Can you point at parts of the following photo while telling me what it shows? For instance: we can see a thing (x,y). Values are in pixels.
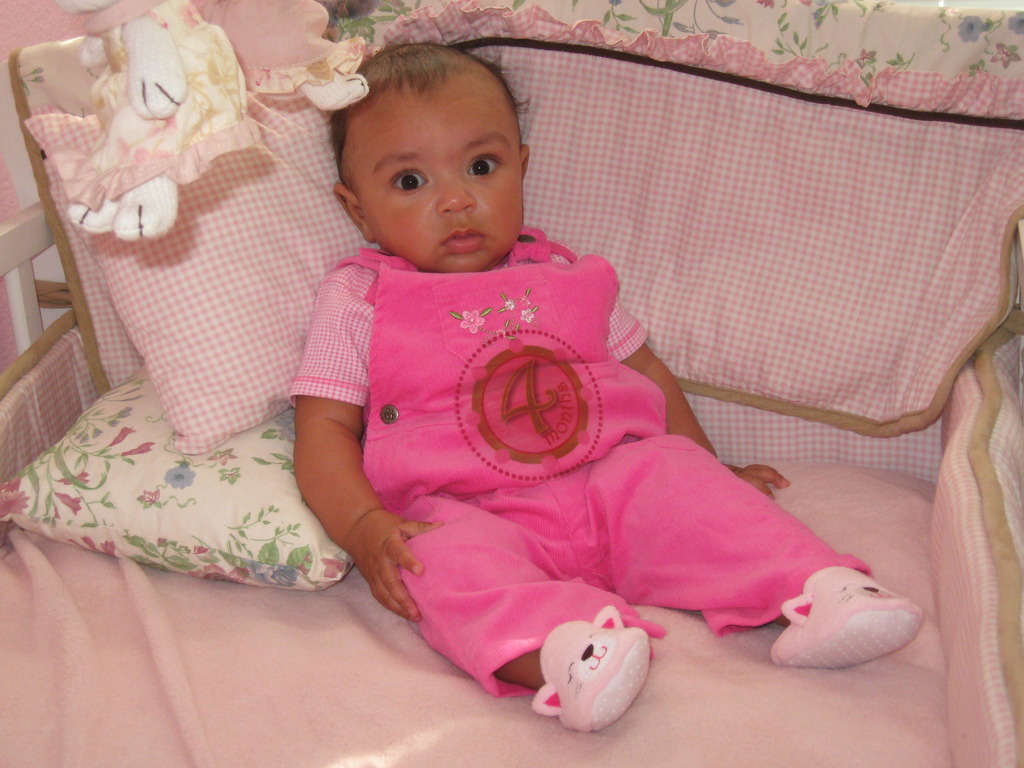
In this image I can see a baby (387,210) visible on bed (272,684) and I can see two pillows (198,192) and a pink color bed sheet (153,686) and baby (435,491) wearing a pink color dress (474,367).
